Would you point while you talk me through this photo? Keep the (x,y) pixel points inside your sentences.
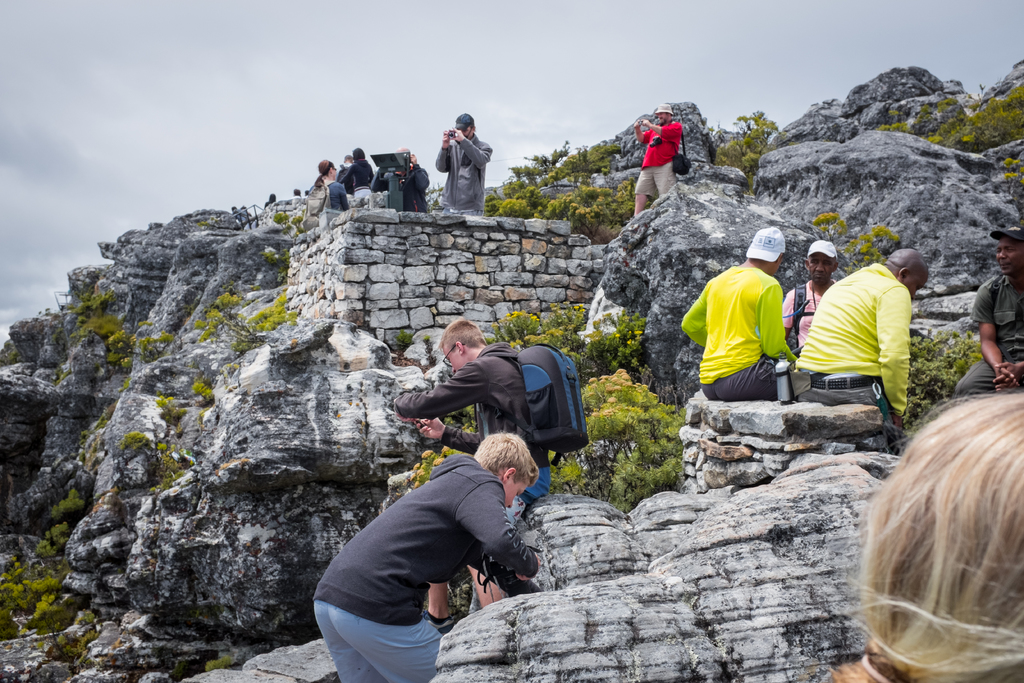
In this image we can see few people (729,337), rocks (190,563), and trees (587,352). Here we can see bags (326,190), bottle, and cameras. In the background (449,123) there is sky (519,85) with clouds (803,98).
